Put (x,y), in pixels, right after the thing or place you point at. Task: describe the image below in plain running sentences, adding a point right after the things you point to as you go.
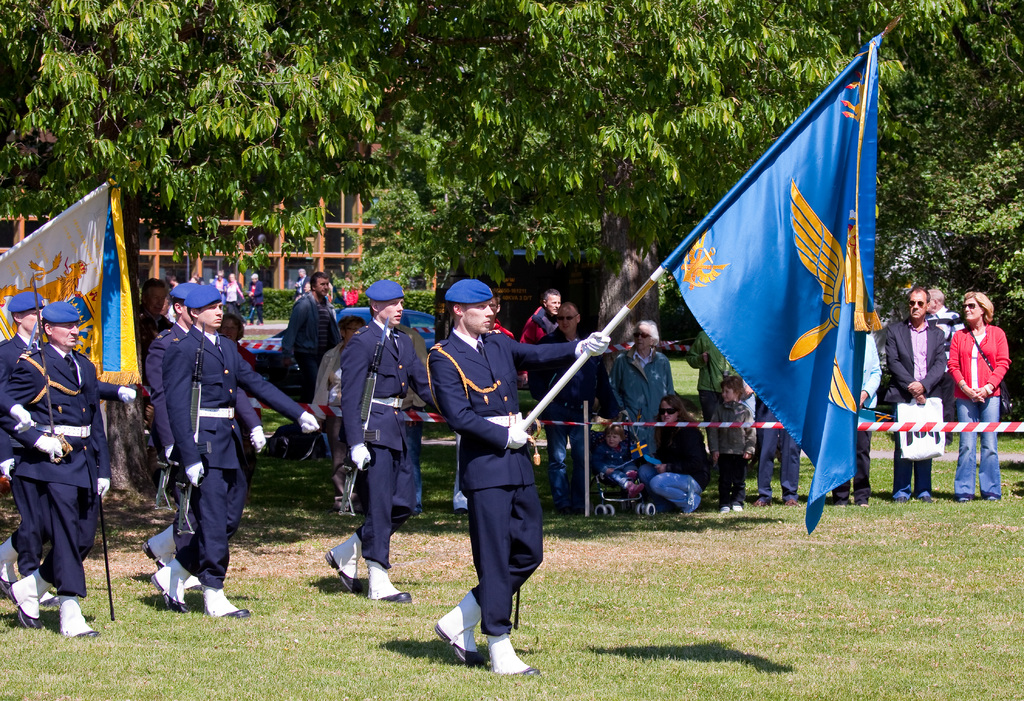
In the foreground of the picture (47,321) there are people (494,327), kids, flags (695,294), grass (300,698) and other objects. In the background (403,216) there are trees (519,216) and a construction (342,258) and there are people (300,274) and plants (264,312).
